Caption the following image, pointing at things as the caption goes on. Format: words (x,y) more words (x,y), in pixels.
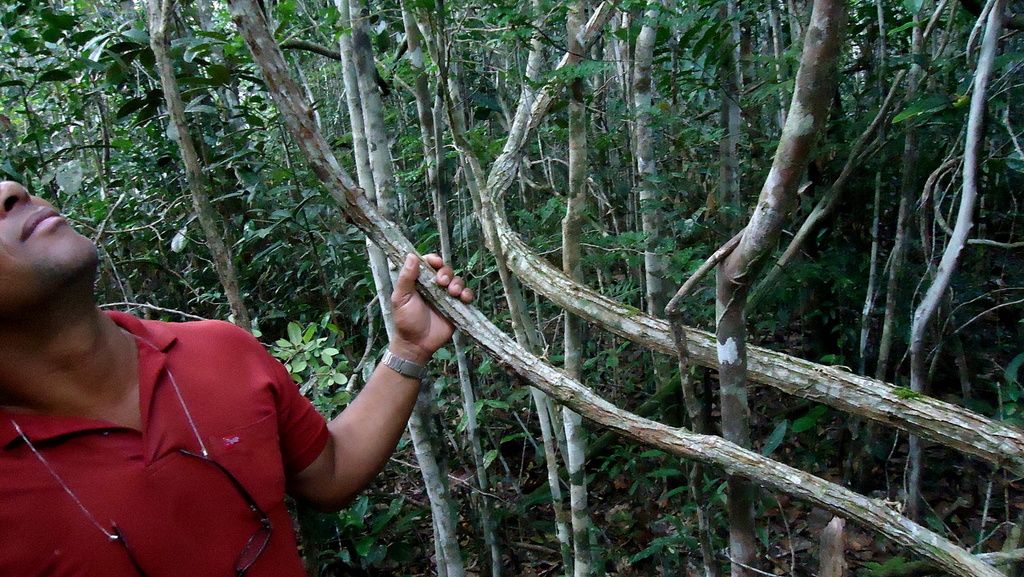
In the image we can see there is a man (119,345) standing and he is holding tree trunk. Behind there are lot of trees (251,213) and there are spectacles (214,466) tied to a rope (198,436).
